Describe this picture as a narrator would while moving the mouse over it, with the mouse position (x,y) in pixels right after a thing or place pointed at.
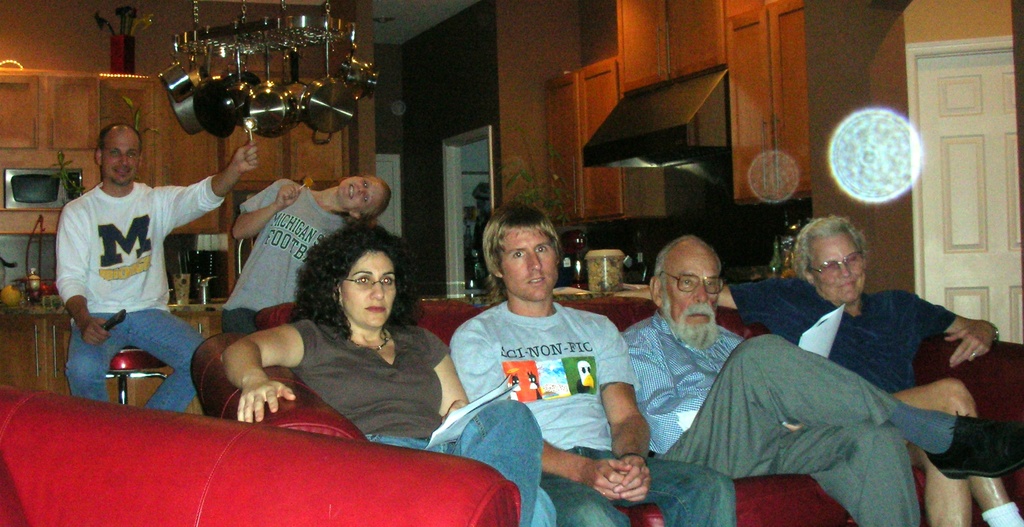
In this picture there are four persons (342,354) who are sitting on the red couch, behind them there are two persons (305,230) who are sitting on the chair (113,369) near to the kitchen platform (28,308). On the platform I can see the glasses (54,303) and fruits (16,296). At the top (338,80) I can see the steel vessel (318,97) which are hanging on the hanger (255,30). On the right (706,100) I can see the exhaust duct (692,117), beside that I can see the cupboards (692,56).
